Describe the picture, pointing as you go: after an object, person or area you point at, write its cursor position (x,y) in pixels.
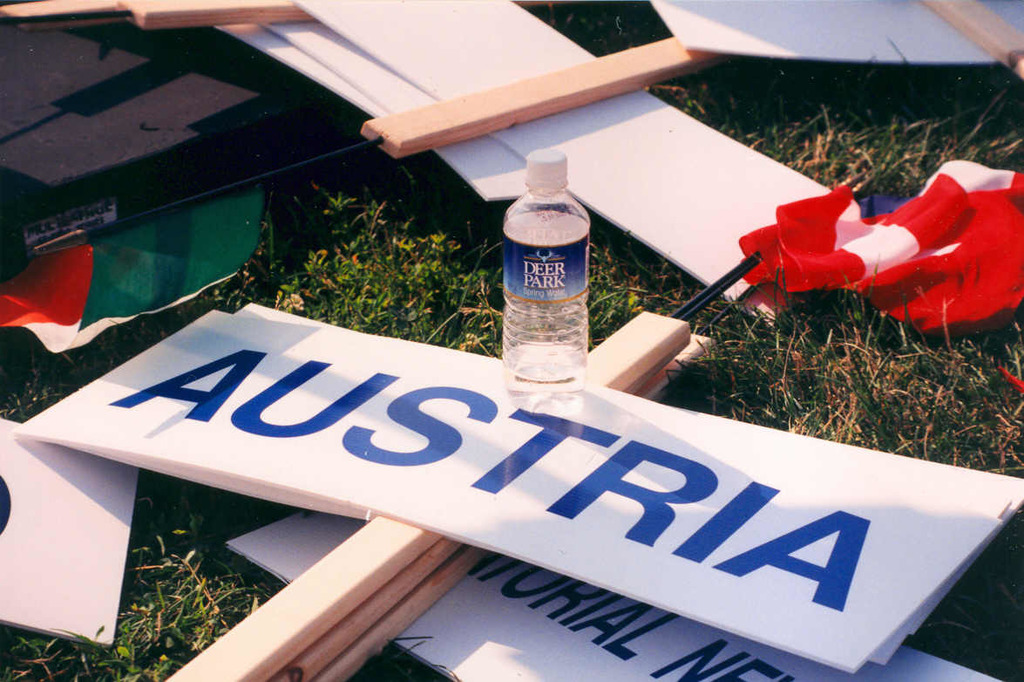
We can see few boards (729,11), flags (934,301), bottle (521,271) on a green grass (891,373).
